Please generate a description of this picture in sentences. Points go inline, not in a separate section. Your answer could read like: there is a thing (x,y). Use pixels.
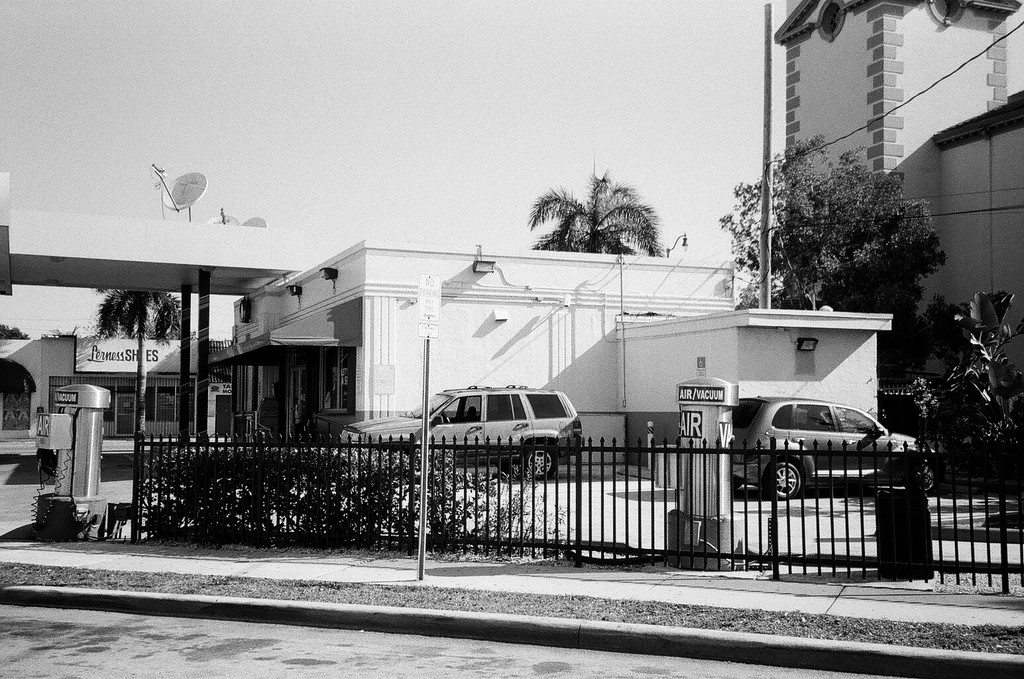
It looks like a black and white picture. We can see a pole (423,514), iron grilles (430,458), plants (244,448) and those are looking like air machines (91,455). Behind the air machines (77,461), there are vehicles (561,434) on the road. Behind the vehicles (549,415) there are trees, buildings (625,292), cables (818,148) and the sky (760,156). On the building (264,245) there are antennas (190,199).
